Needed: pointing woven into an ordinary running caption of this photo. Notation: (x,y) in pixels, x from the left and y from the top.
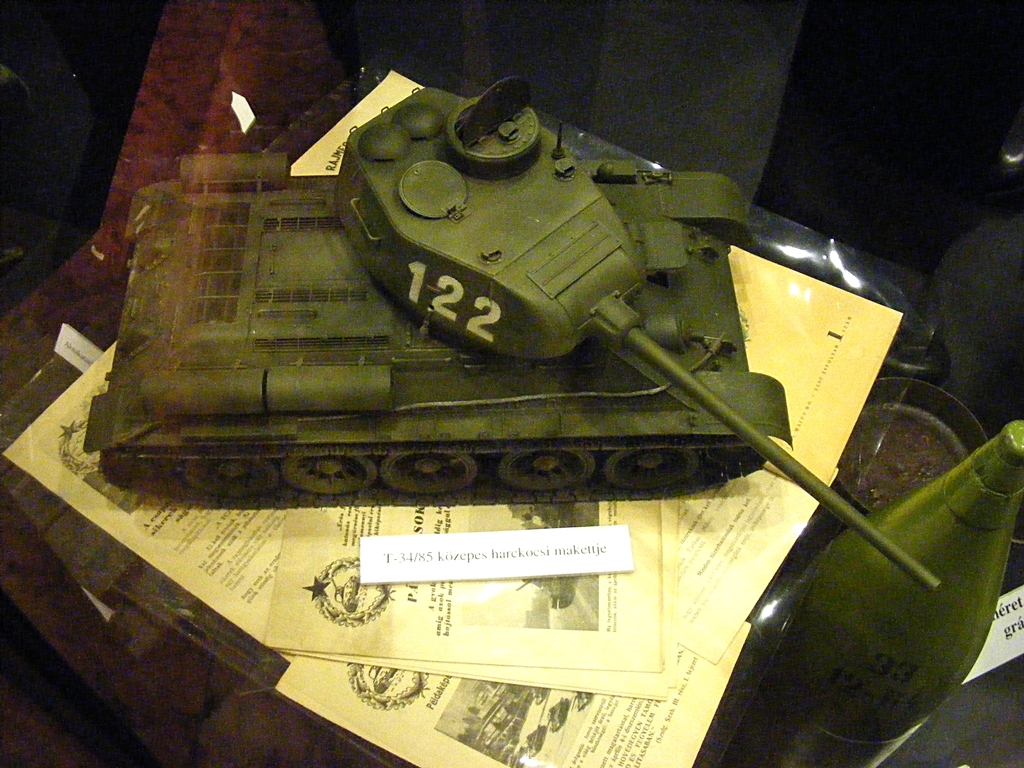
In this picture we can see papers (126,522), armored car (525,478) and some objects (912,720) and in the background (746,68) it is dark.
